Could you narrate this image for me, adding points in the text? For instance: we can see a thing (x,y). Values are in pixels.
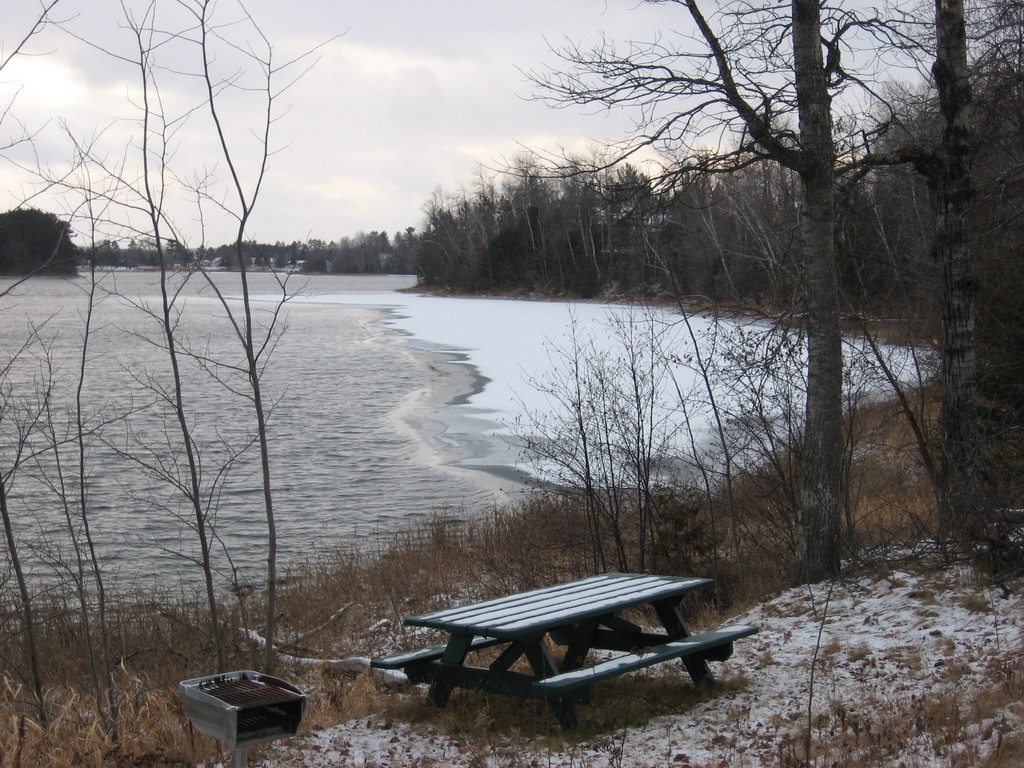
There is a table (599,596), which is arranged on the ground (481,750), on which, there is grass (338,646), plants (896,476) and trees (955,524). In front of this table (553,608), there is river (388,343), on both sides of this river (377,331), there are trees (705,222). In the background (454,89), there are clouds (244,82) in the sky (410,151).
